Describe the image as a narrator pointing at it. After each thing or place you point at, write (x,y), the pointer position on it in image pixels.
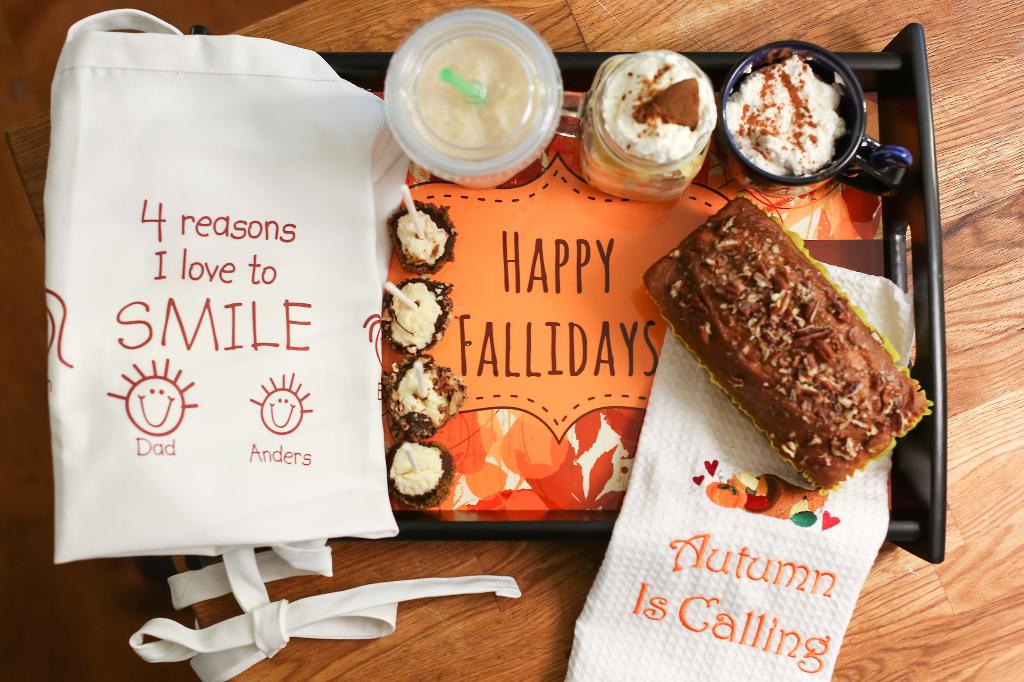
In this picture there are cup cakes (404,484) and there are cups (675,173) and there is a cake (774,249) and there are clothes (303,140) in the tray (920,81) and there is text (770,636) on the clothes (768,589) and there is text (594,253) on tray (594,253). At the bottom (983,559) there is a table (958,215).
